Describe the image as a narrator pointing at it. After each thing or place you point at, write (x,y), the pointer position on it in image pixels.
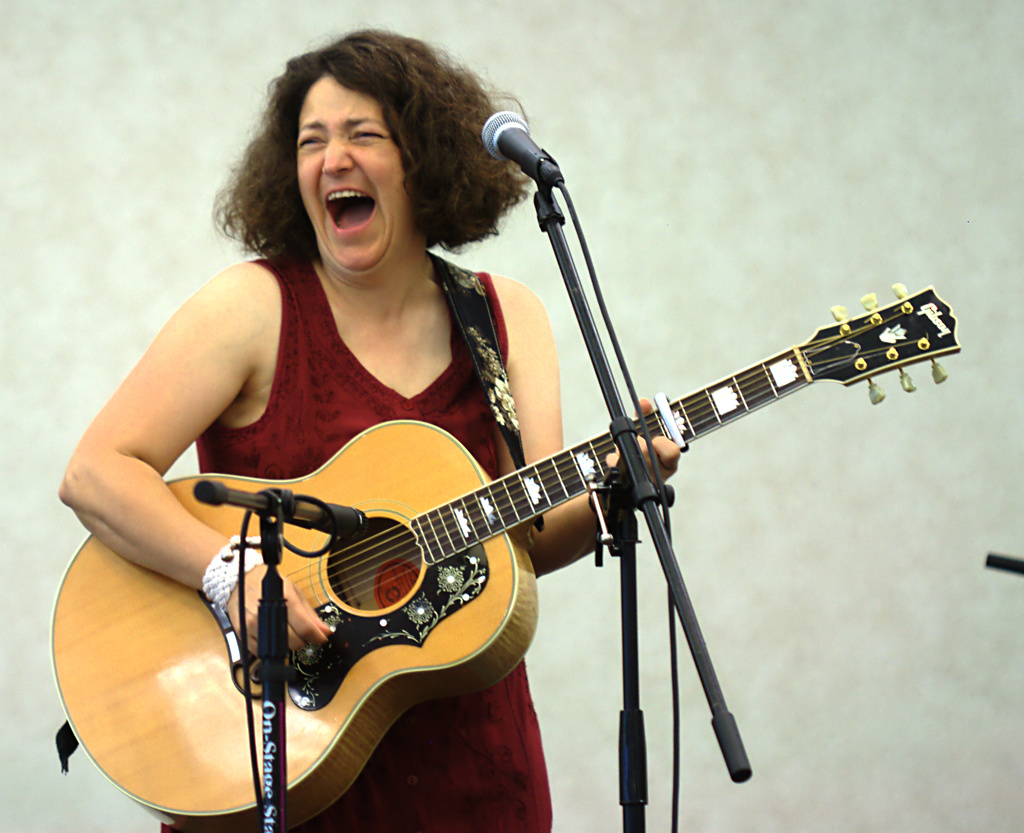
Here is a woman (275,431) standing and playing guitar (419,570). This is the mike (526,155) which is attached to the mike stand (636,658).
